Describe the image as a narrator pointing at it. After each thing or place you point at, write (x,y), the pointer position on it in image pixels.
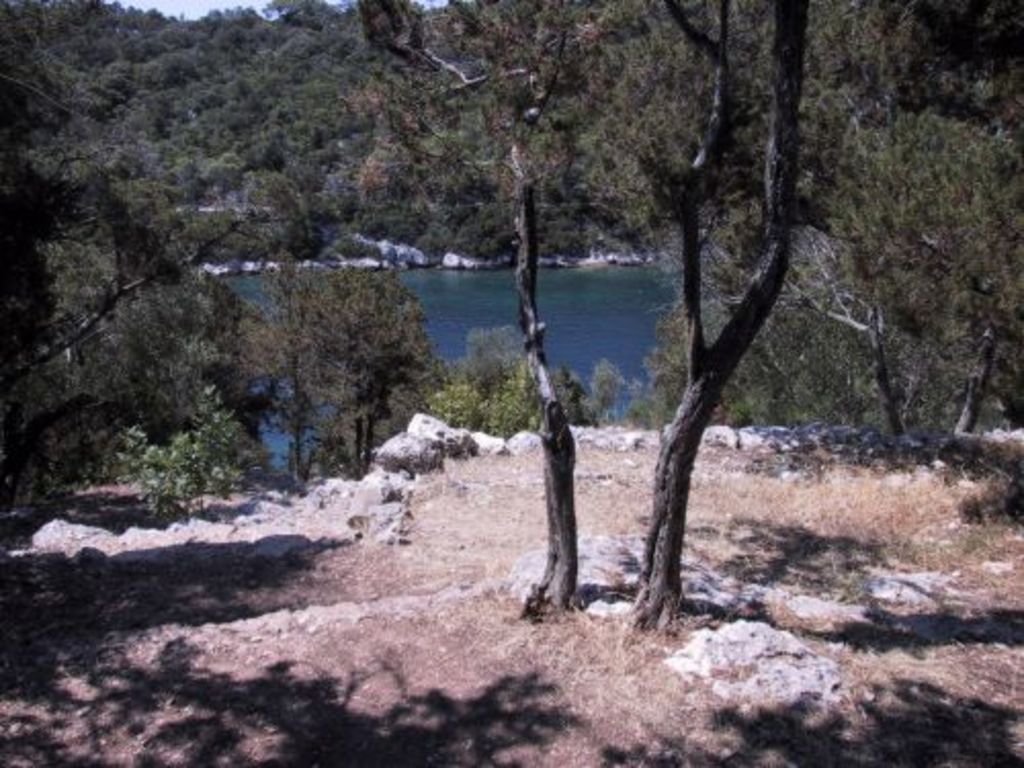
In this image we can see open area (428,599) in the foreground of the image (426,577) and in the background of the image (334,159) there are some trees (343,171) in between there is water (516,318).
